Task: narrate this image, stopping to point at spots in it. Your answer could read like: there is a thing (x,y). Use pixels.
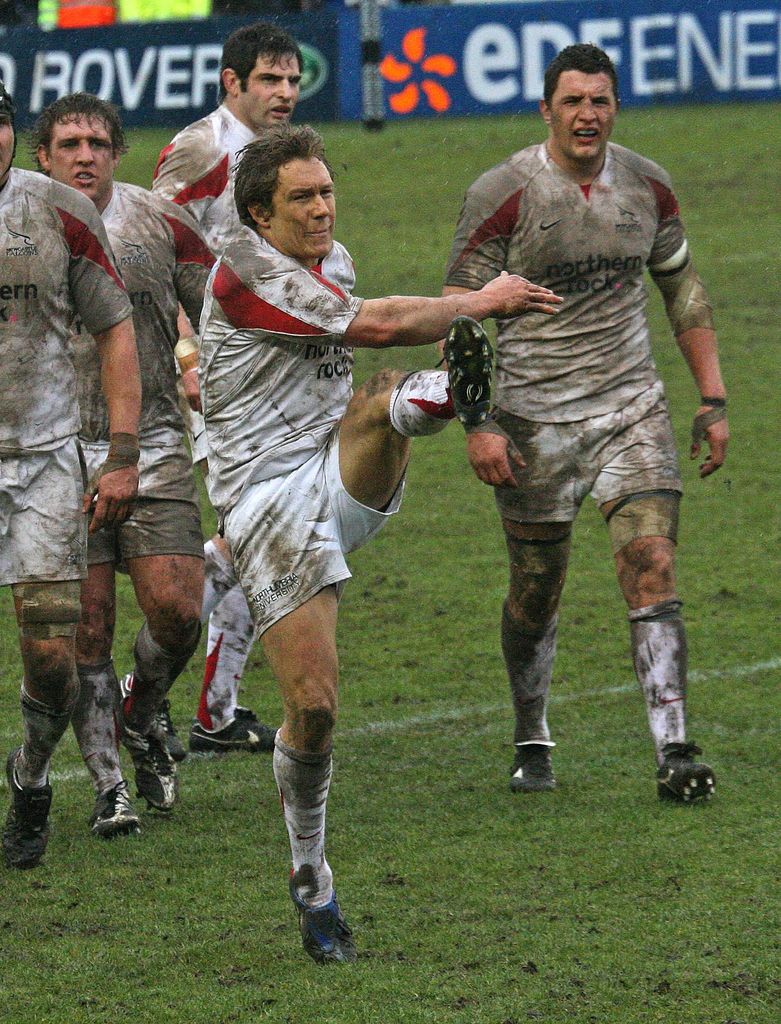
In this image we can see a few people (555,402) on the ground (649,315) and in the background (503,44), we can see the boards (715,37) with some text (527,31).
